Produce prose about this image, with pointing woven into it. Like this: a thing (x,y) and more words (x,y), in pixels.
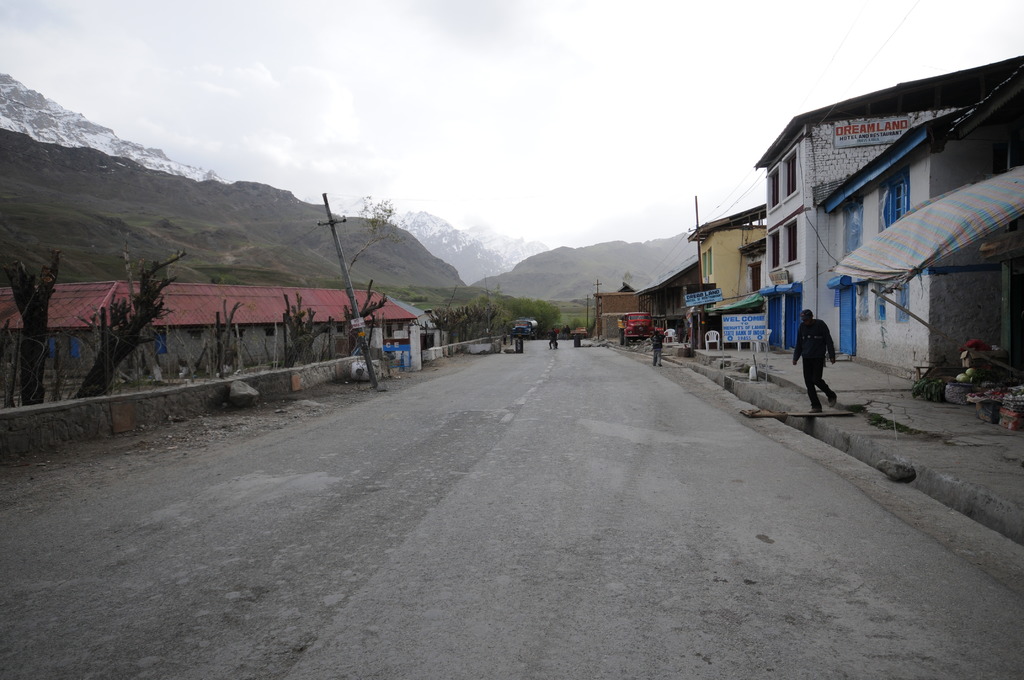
In this picture we can see road (621,541) view. In front (878,314) right side we can see some small houses (859,302) and a man (816,343) wearing black color jacket (821,330) coming out of the house (888,323). On the left side (167,342) we can see small house (123,291) with red color roof tile (80,316). In the background (236,272) we can see beautiful view of the mountain (435,235) full of snow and above we can see cloudy sky (452,130).
